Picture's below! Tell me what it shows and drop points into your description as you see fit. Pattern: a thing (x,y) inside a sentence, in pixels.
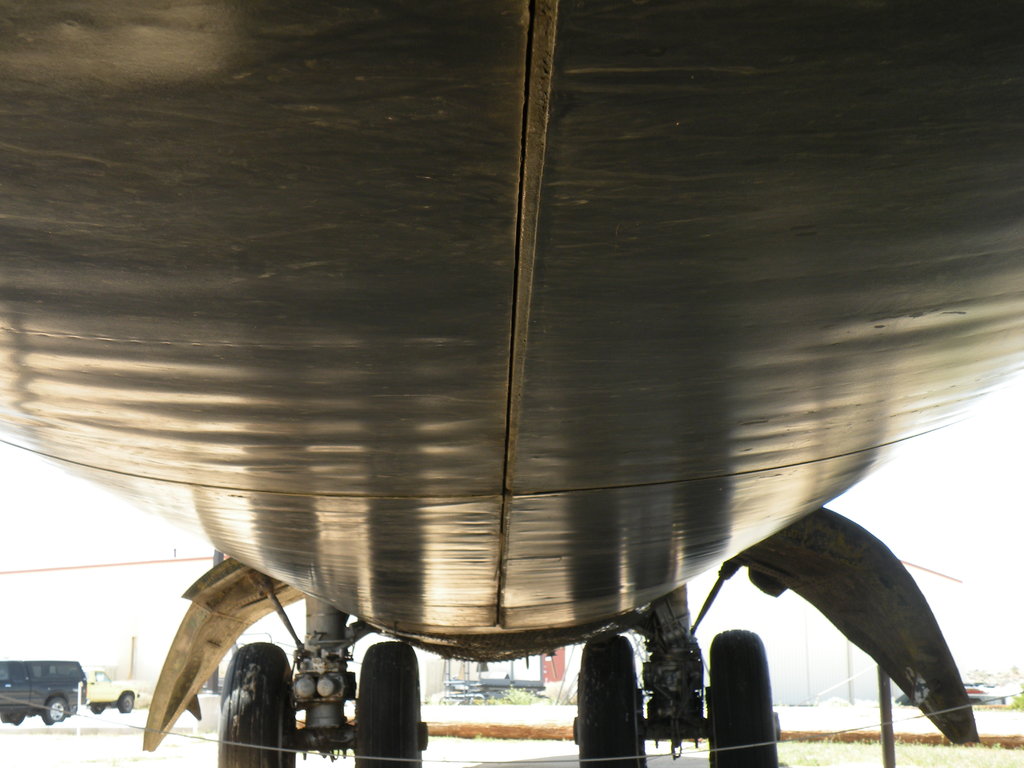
There is an aircraft (606,130) having four wheels (736,660) on the ground (103,750). In the background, there are two vehicles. And the background (44,518) is white in color.
